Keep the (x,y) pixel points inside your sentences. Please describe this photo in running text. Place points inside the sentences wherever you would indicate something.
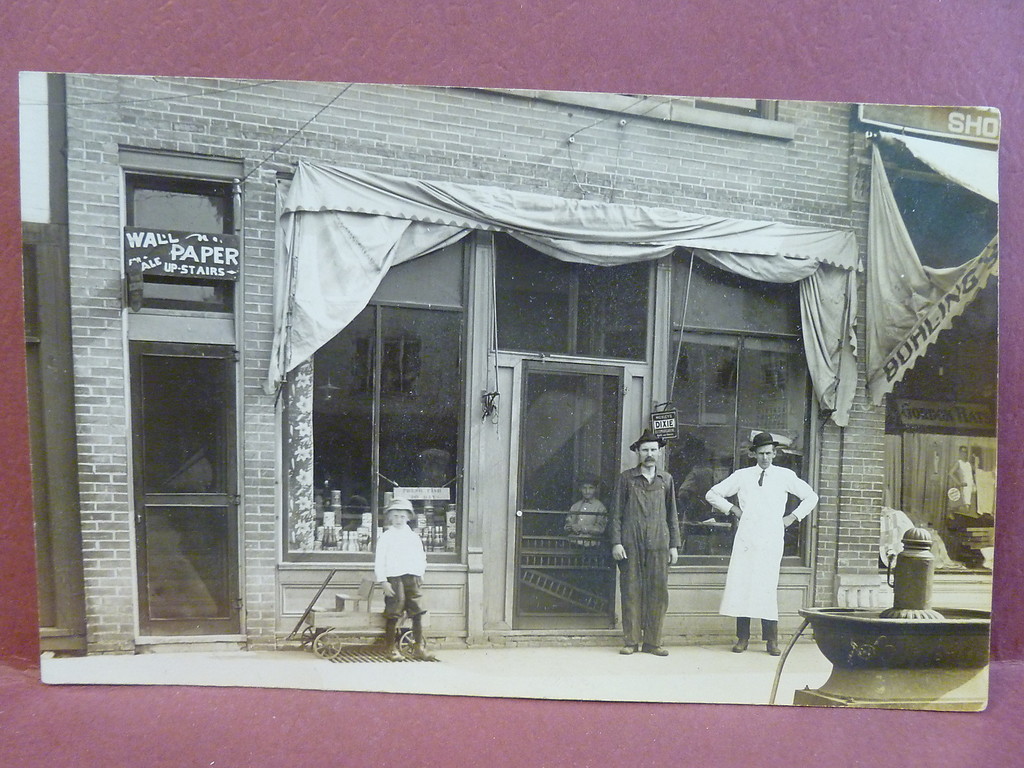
In the picture we can see child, two men (770,632) standing and in the background (540,409) there is building (272,263), we can see glass door (540,409), glass window (381,389) and we can see some objects (370,534) inside the building (481,494).
